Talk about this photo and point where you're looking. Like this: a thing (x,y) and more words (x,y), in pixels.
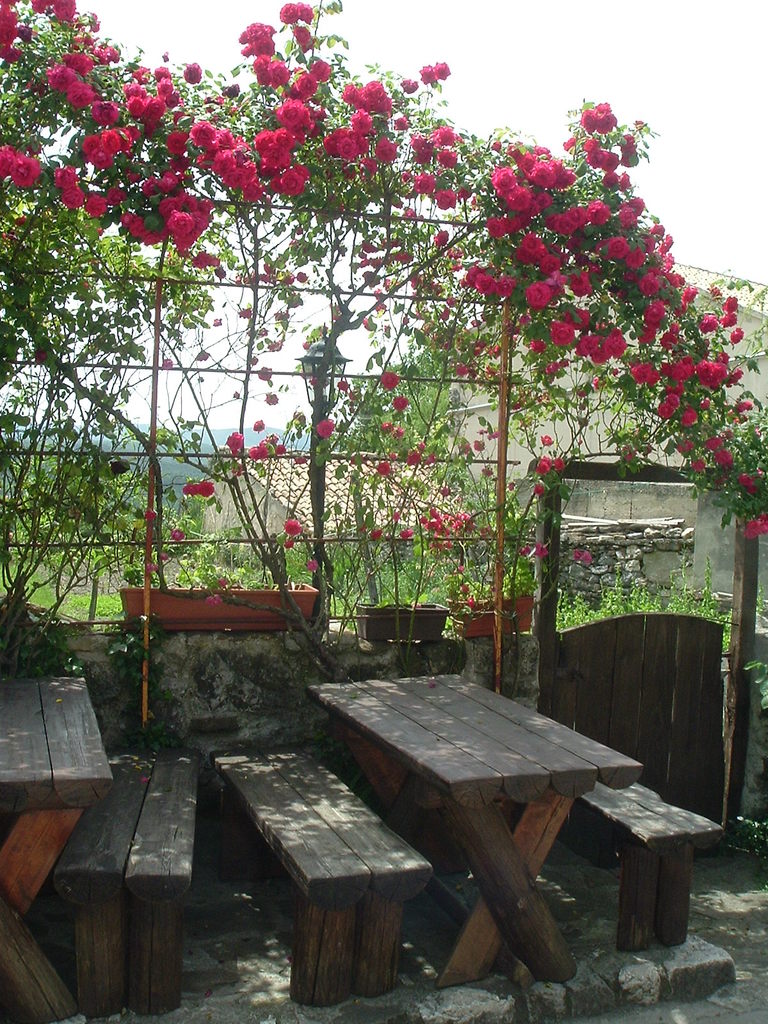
In this picture we can see some plants (448,335) with pink color flowers (70,78). These are the benches (389,907). On the background (696,152) there is a sky (696,152). And this is the house (374,501).
